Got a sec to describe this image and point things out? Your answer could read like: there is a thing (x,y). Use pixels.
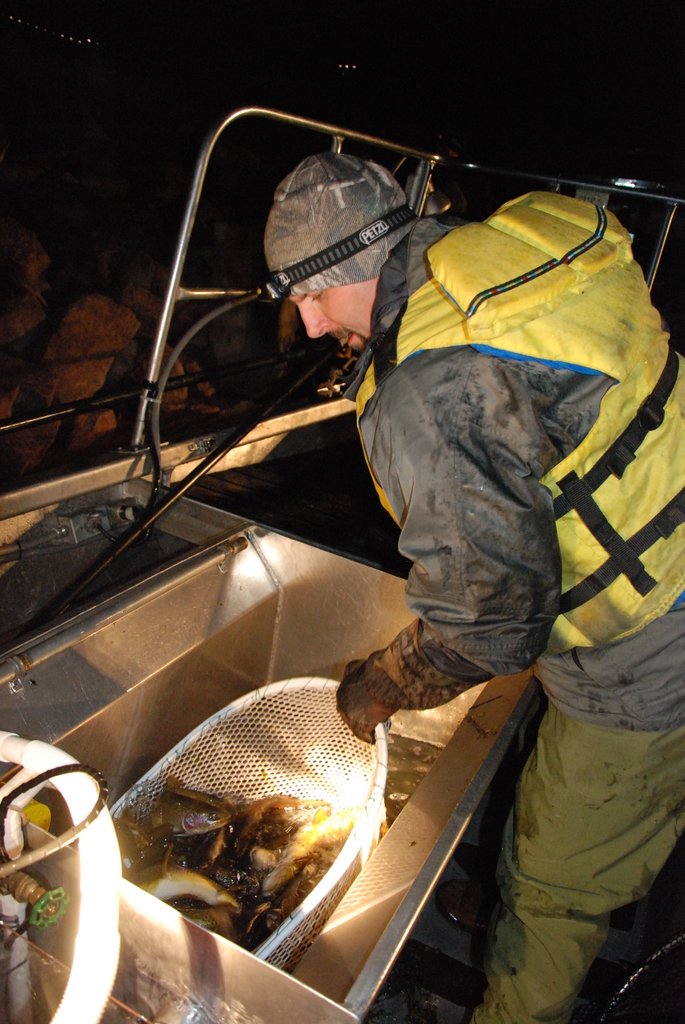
In this image I can see a man (374,443) is standing and I can see he is wearing jacket (407,522), glove (453,652), pant (610,850) and a cap (389,195). I can see he is holding a basket (269,751) and in it I can see few things (254,863).
